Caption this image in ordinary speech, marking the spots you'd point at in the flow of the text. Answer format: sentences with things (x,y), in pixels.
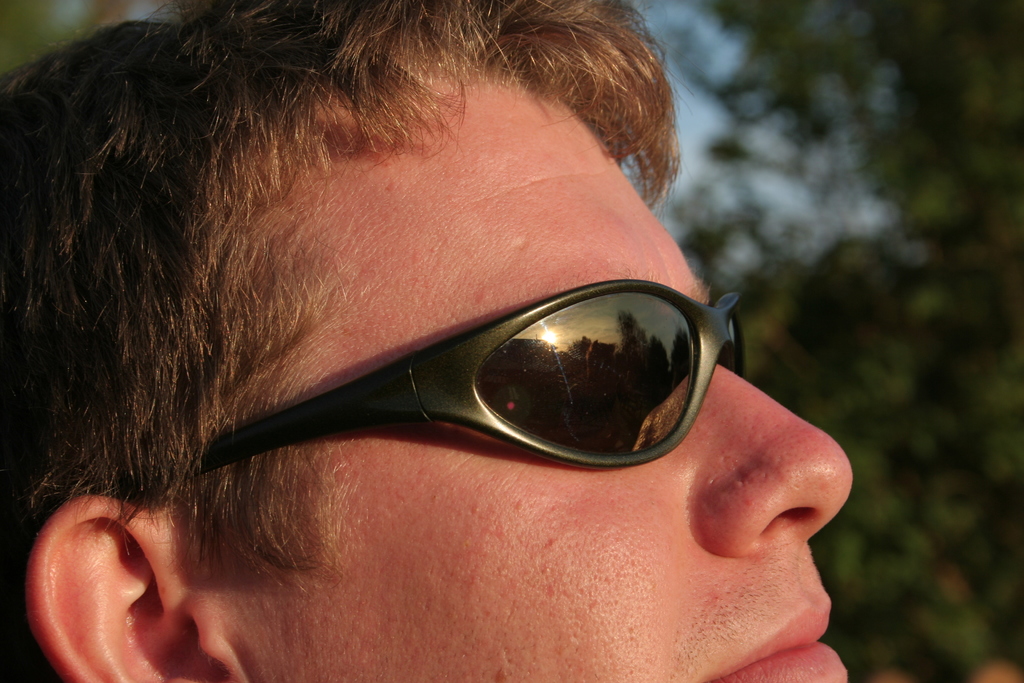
In this picture I can see a man (340,377) wore sunglasses (403,376) and I can see trees (803,237) on the right side of the picture (1020,435).
